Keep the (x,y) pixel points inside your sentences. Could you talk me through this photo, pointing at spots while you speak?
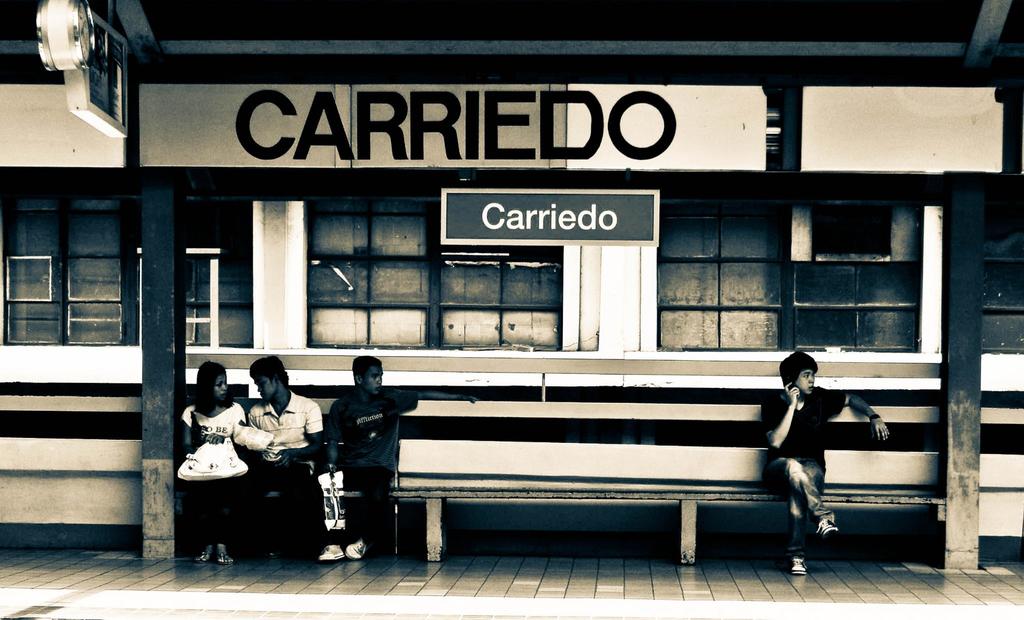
In this image, we can see persons (346,486) wearing clothes (278,432) and sitting on the bench (600,460) in front of the building (645,389). There is a pole (164,274) on the left (150,282) and on the right side of the image (944,325).
